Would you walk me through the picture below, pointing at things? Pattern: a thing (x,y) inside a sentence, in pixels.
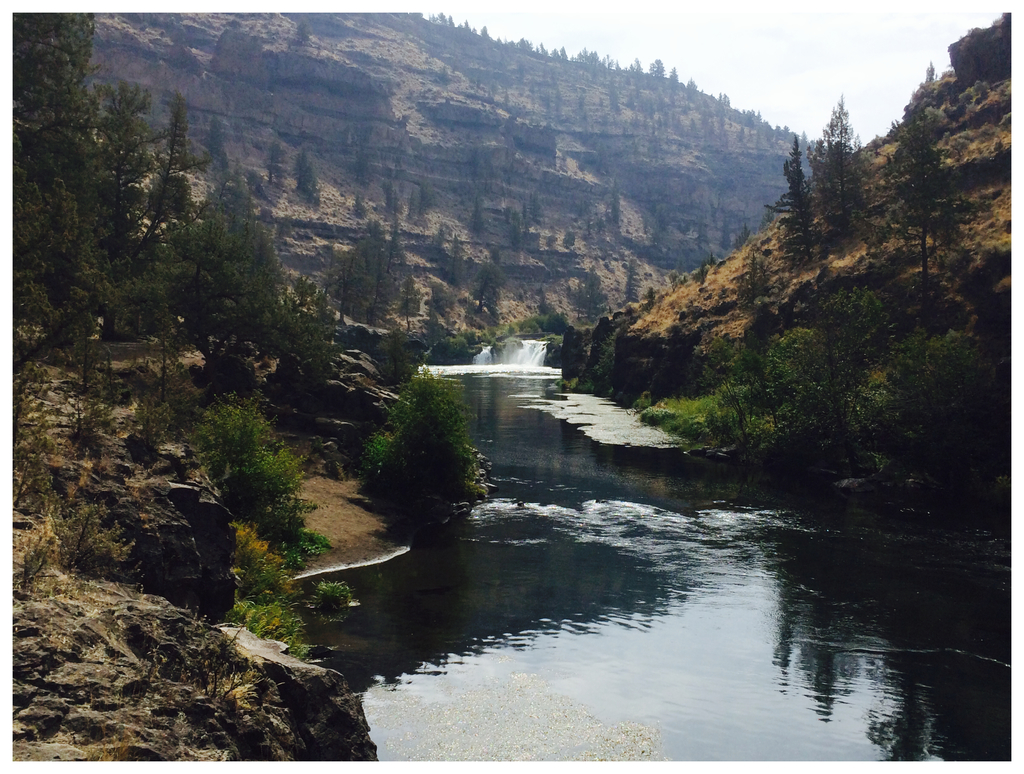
In this image at the bottom (746,636) we can see water (916,672) and on the left side (110,359) there are trees (46,318) on the ground (131,350) and we can see rocks (30,615). In the background (350,181) there are trees (215,134) on the mountain (335,174) and sky (628,59).
